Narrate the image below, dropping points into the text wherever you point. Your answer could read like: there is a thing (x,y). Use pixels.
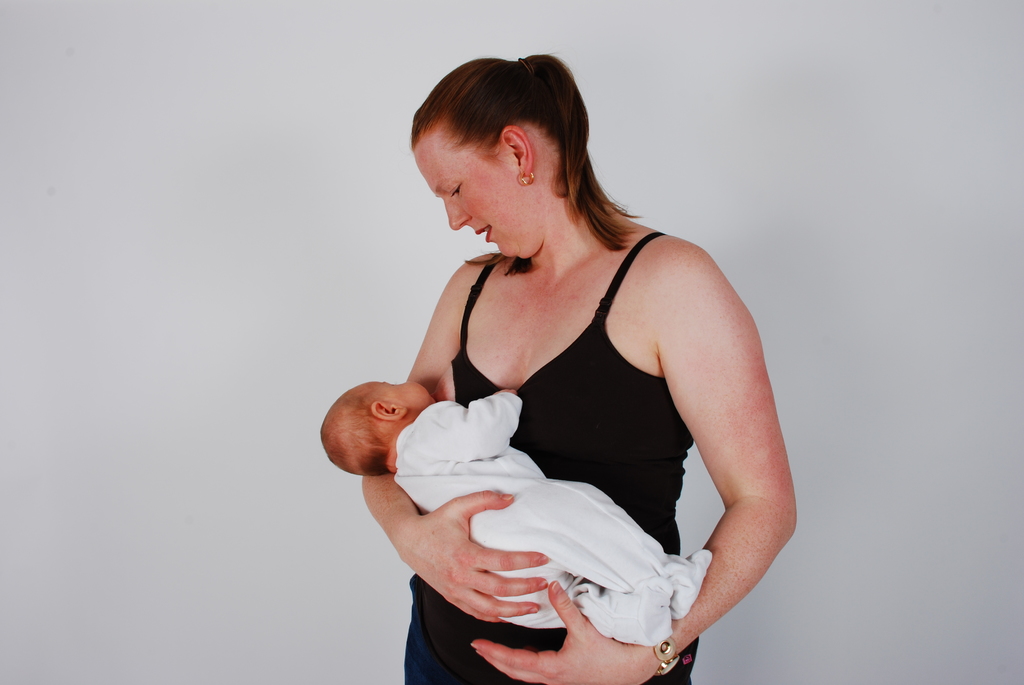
In this image we can see a woman (608,663) carrying a baby (602,590) and looking at the baby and in the background (860,341), it looks like a wall (212,67).
